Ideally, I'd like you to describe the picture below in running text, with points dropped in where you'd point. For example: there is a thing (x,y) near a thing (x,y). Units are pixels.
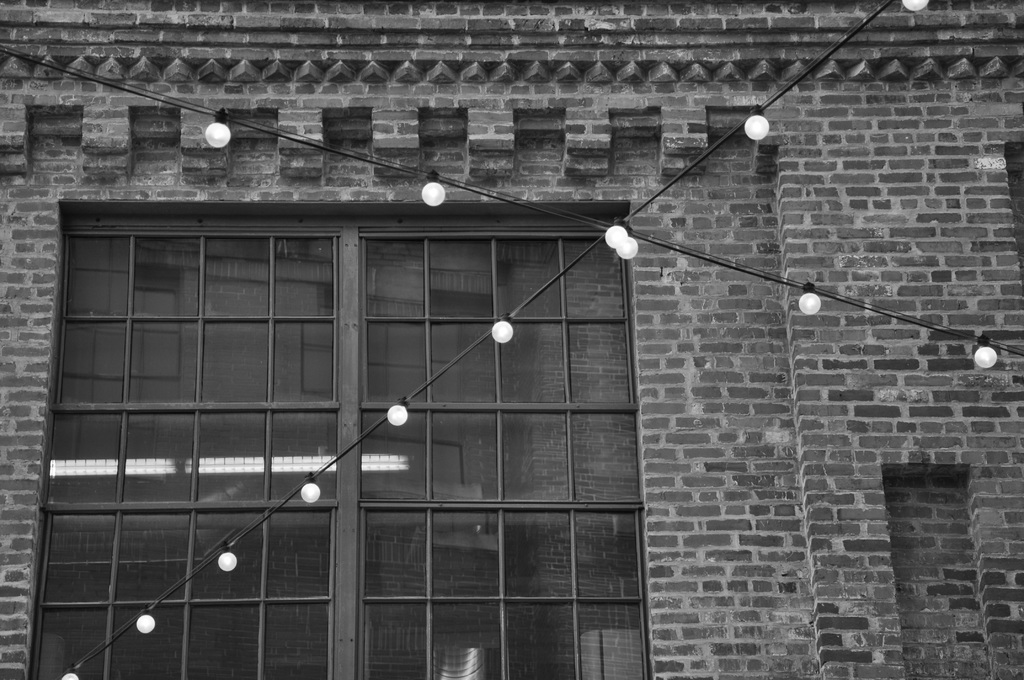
In this image there is a building (745,431) with a wall (788,272) and a window (358,485). There are a few carvings (168,69) on the wall (966,189). In the middle of the image (626,239) there are a few wires (225,549) and lights (140,621).
